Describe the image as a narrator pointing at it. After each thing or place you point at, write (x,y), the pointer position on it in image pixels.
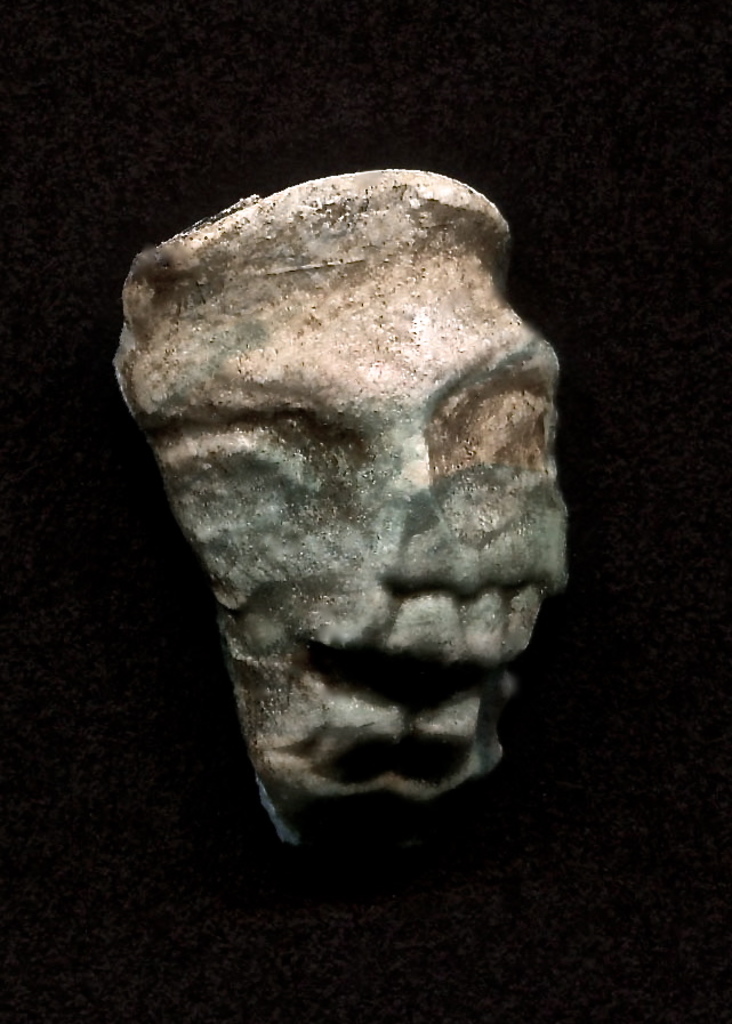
In this image, I can see a stone (346,237). The background (162,49) looks dark.
